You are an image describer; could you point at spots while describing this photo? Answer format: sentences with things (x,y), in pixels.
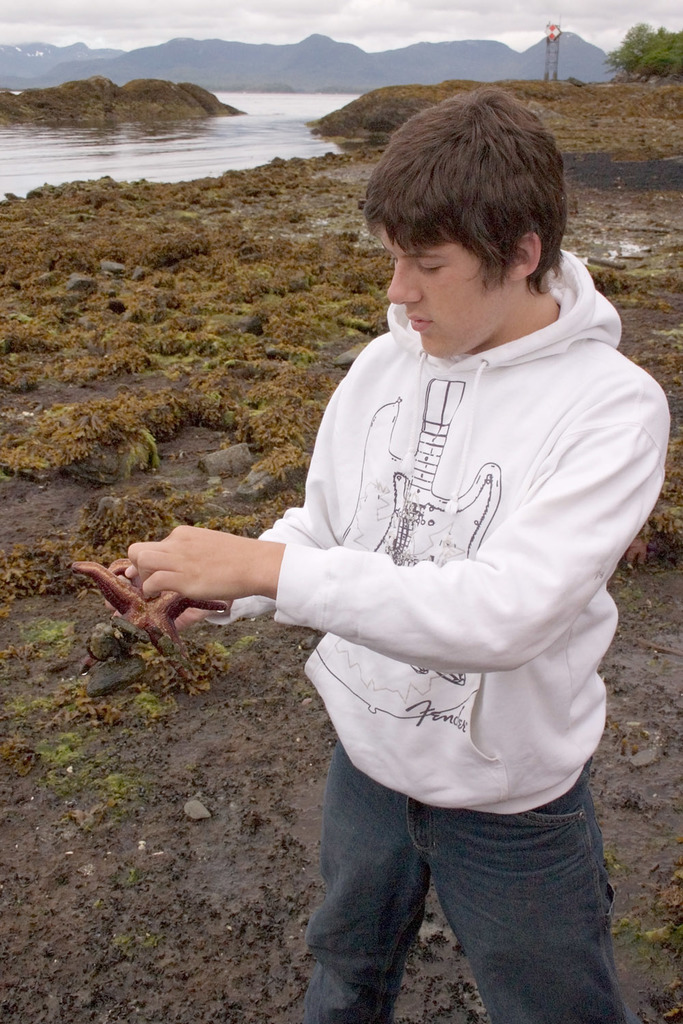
On the right side (522,412), there is a boy (526,444) in white color T-shirt (516,370), holding an object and standing on the ground (625,996), on which there is grass (680,347). In the background (276,69), there is water (232,140), there are trees (659,53), mountains (502,49) and there are clouds (300,8) in the sky (175,8).
